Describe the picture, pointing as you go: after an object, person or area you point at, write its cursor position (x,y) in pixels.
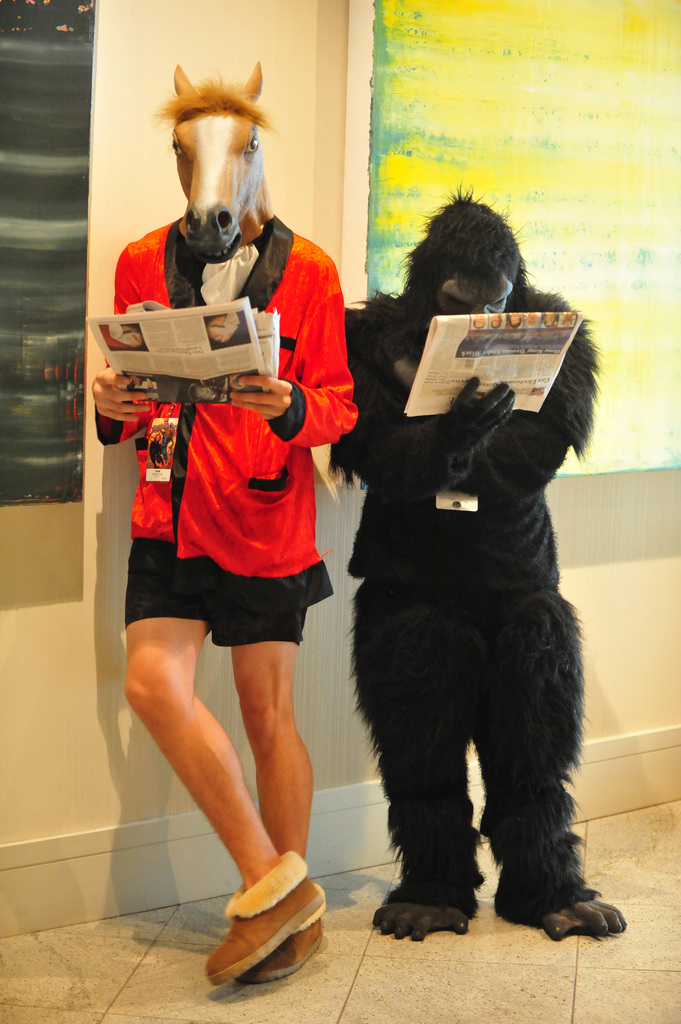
In the center of the image (352,357) there are two persons (572,879) wearing mask (484,303) and holding newspapers (493,327) in their hand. In the background of the image (167,833) there is wall (652,698).
